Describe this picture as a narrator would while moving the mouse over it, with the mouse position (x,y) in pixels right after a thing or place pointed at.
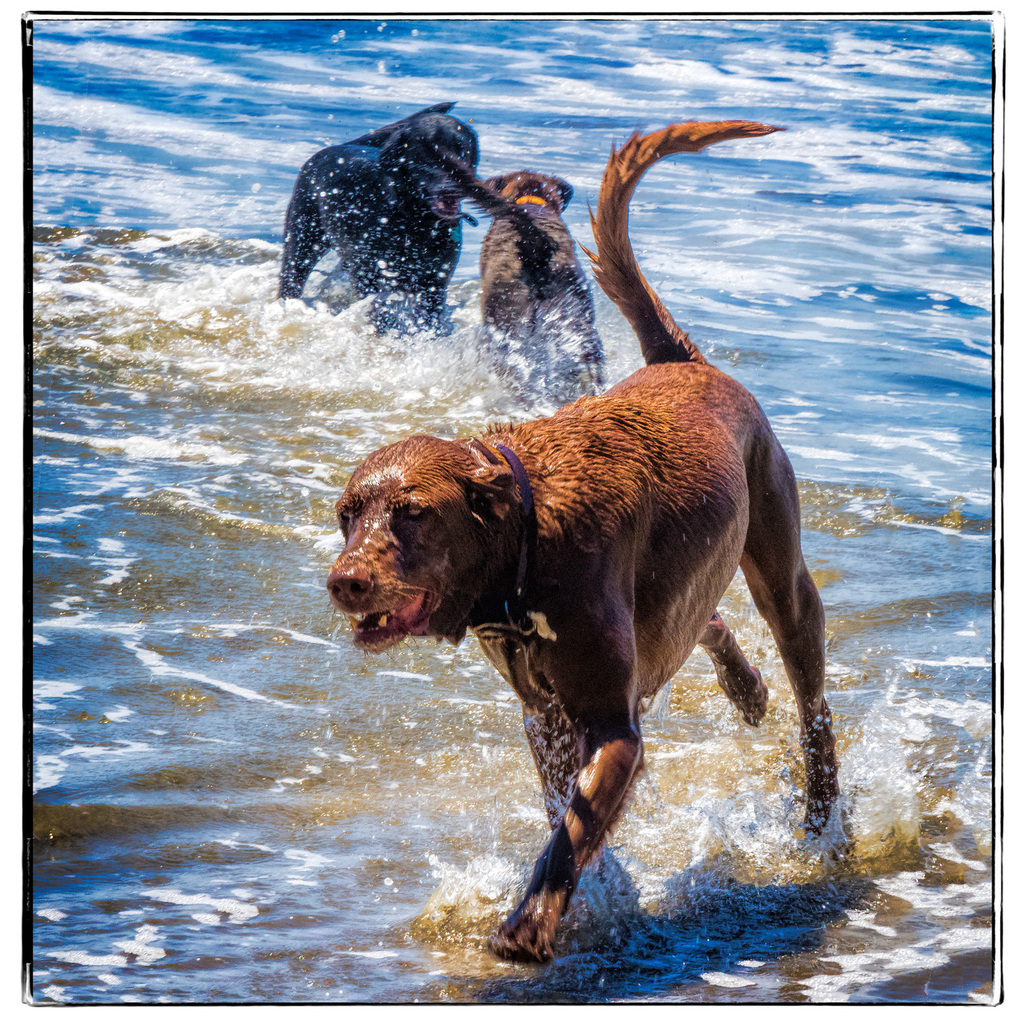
In this image there are three dogs (506,551) in the water (409,889).
